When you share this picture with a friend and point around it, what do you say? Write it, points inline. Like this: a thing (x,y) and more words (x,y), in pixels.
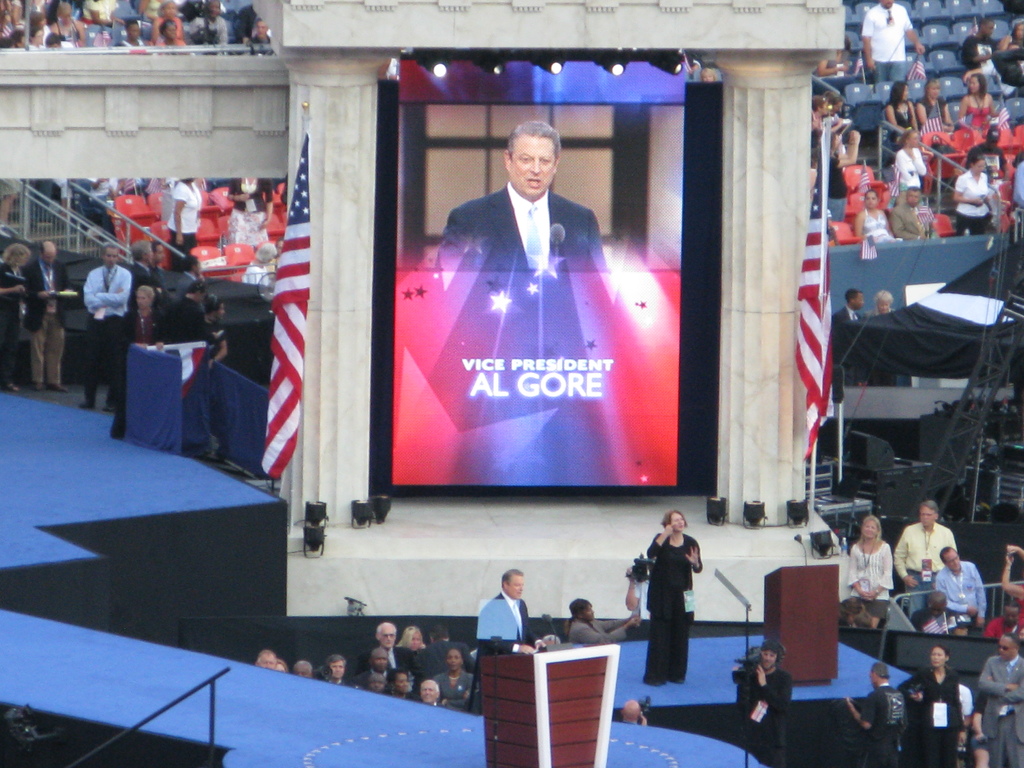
There are people (871,567) and this man (774,690) holding a camera (743,670). We can see microphones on podiums (526,662). We can see screen (410,475), flags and lights (315,528), in this screen (576,409) we can see a man (560,201) and microphone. In the background (895,10) we can see people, chairs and tent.
